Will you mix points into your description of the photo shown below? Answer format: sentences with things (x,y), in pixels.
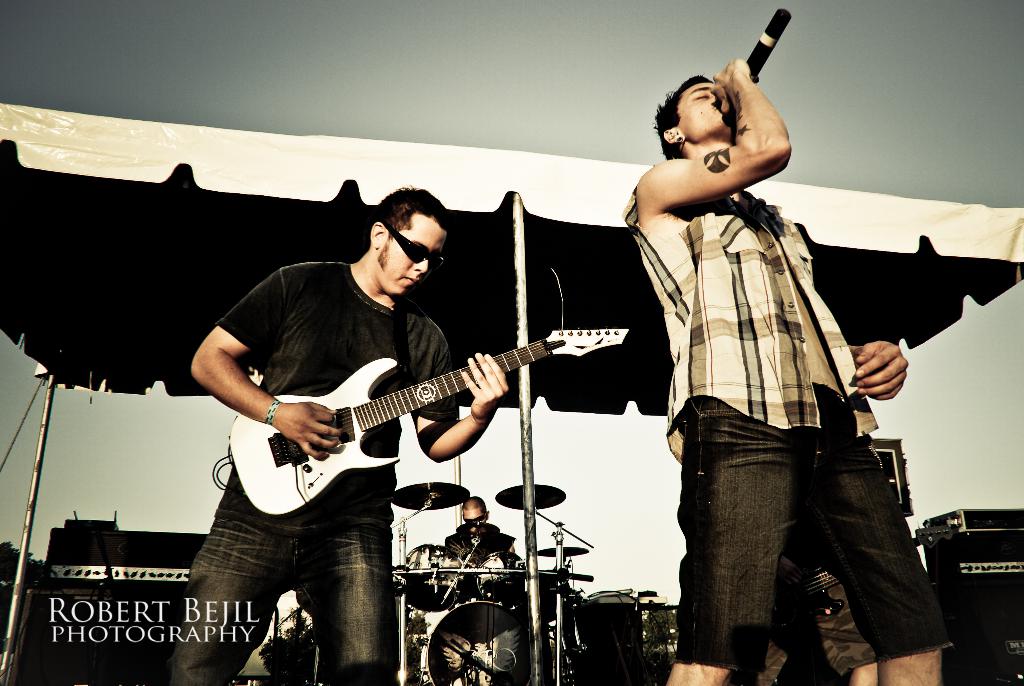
There are two persons (684,387) standing. One person (324,376) is playing guitar (335,458) and the other person (748,339) is singing a song holding a mike (732,106). At background (498,540) I can see a man (490,526) sitting and playing drums (510,598). At left corner of the image (138,542) I can see a small device (96,531) which is black in color. At the right corner of the image (938,550) I can see another device (1006,547). And this looks like a tent (519,193).
